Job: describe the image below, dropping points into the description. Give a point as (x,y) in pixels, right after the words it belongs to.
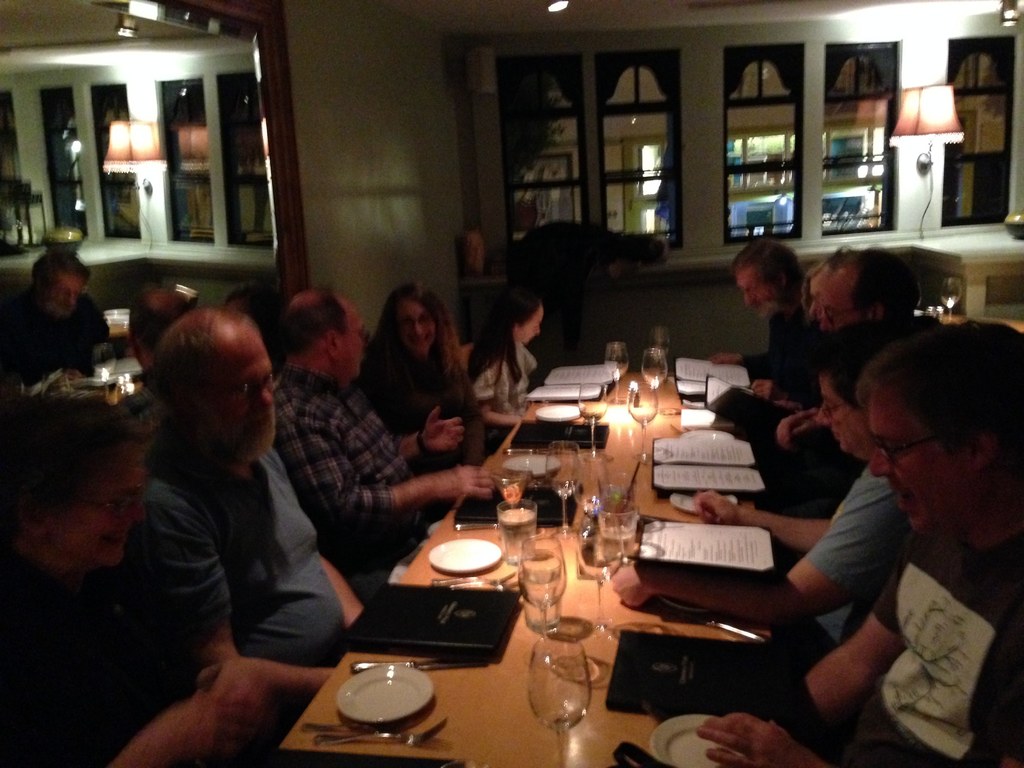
In this picture we can see a group of people (913,657) sitting on chairs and in front of them we can see glasses (531,538), plates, forks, knives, books (552,433) on tables (604,692) and in the background (243,83) we can see windows (746,88), lamps (921,119) and some objects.
